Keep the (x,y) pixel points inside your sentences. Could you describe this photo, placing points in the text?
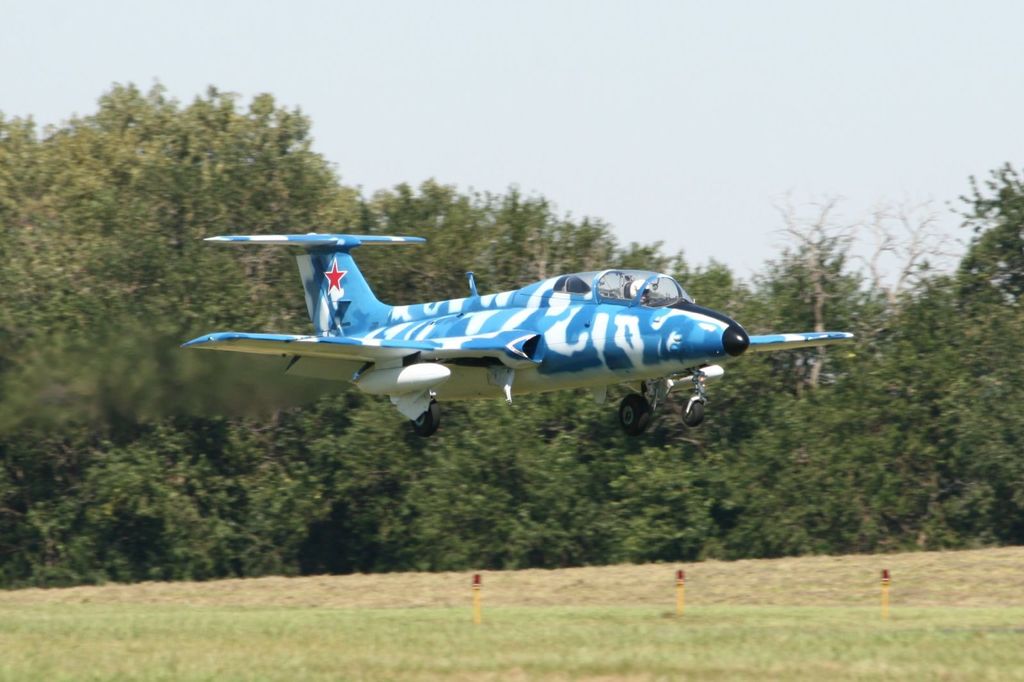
In this image I can see an aircraft (390,344) in blue and white color and it is in the air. Back I can see few poles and trees (572,446). The sky (642,177) is in white color.
